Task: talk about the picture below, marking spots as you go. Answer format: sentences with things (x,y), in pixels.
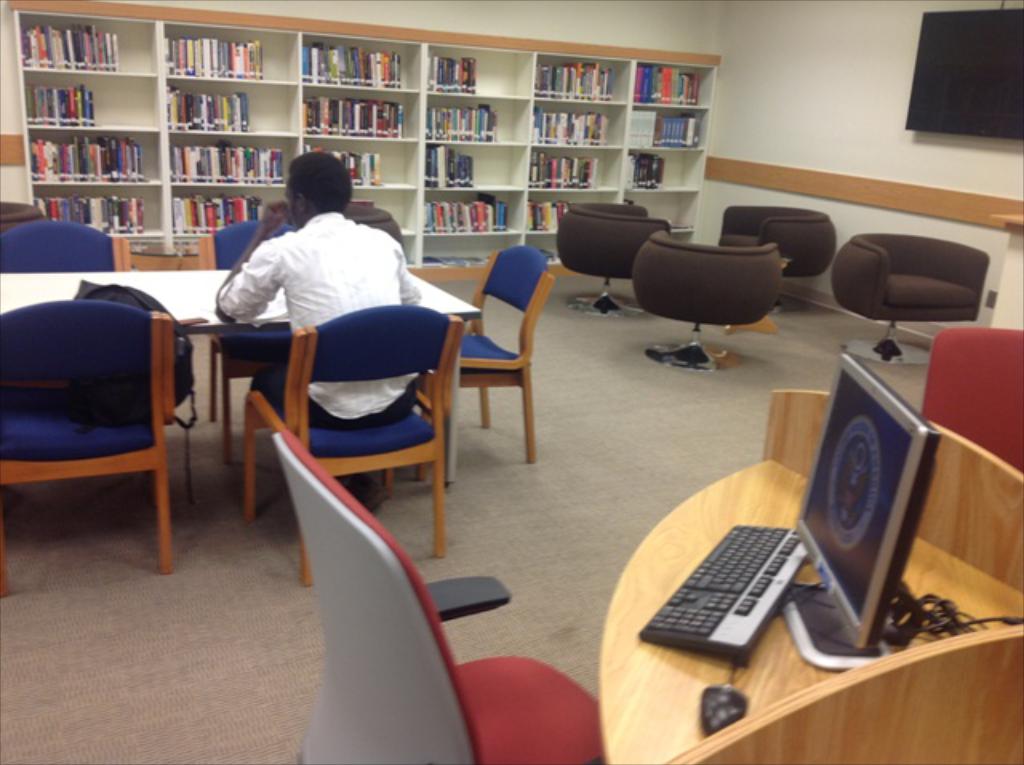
The person (347,311) is sitting in a blue chair (349,354) and there is a table (210,299) in front of him and there is a book shelf (262,90) in front of him and there is a television (954,81) in the right corner (970,91).
